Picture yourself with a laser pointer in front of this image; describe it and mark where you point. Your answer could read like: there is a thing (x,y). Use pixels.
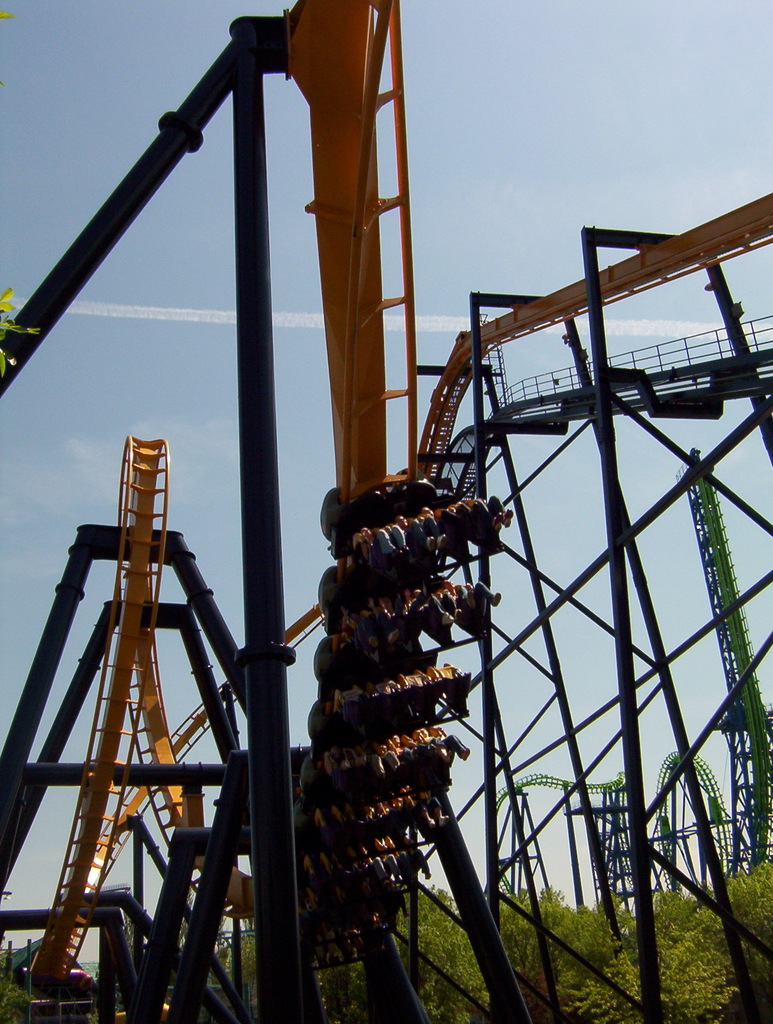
In this image we can see there are few people (398,748) sat in the roller coaster (312,735). In the background (579,182) there is a sky (586,179).
